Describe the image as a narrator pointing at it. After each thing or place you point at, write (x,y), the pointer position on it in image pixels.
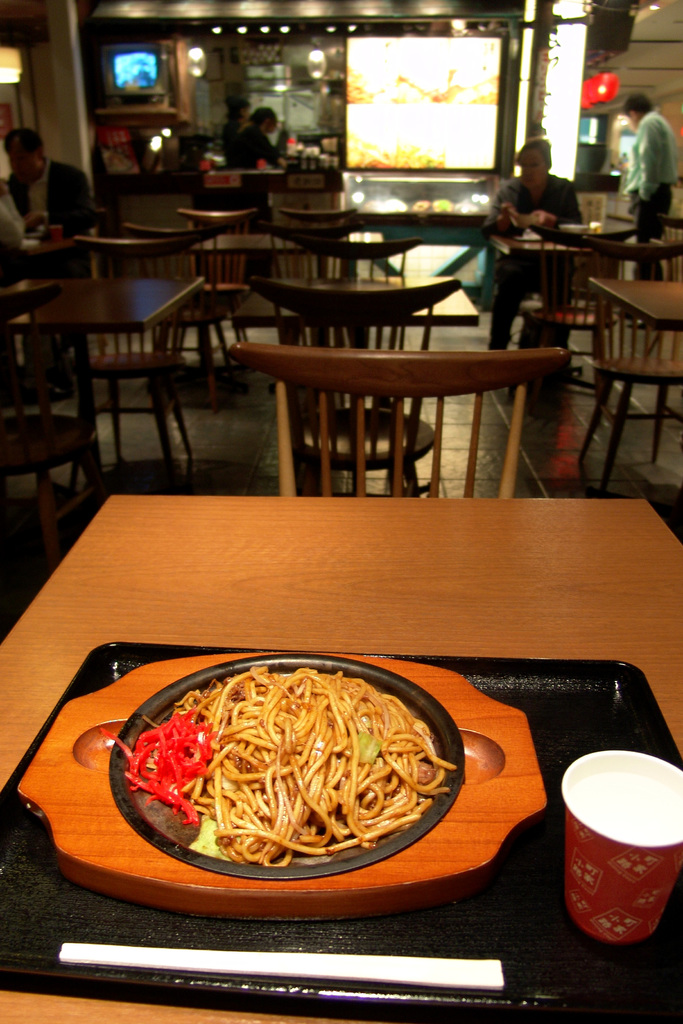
In this image there is a table (221,509) and we can see a tray (118,969), chopsticks (427,964), noodles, glass (580,892) and a plate (157,837) placed on the table (386,594). In the background (618,277) there are chairs (322,348) and tables (668,303). We can see people (575,209) sitting. There is a store (304,199) and we can see a screen (132,93). On the right (637,163) there is a man (655,183) standing.
